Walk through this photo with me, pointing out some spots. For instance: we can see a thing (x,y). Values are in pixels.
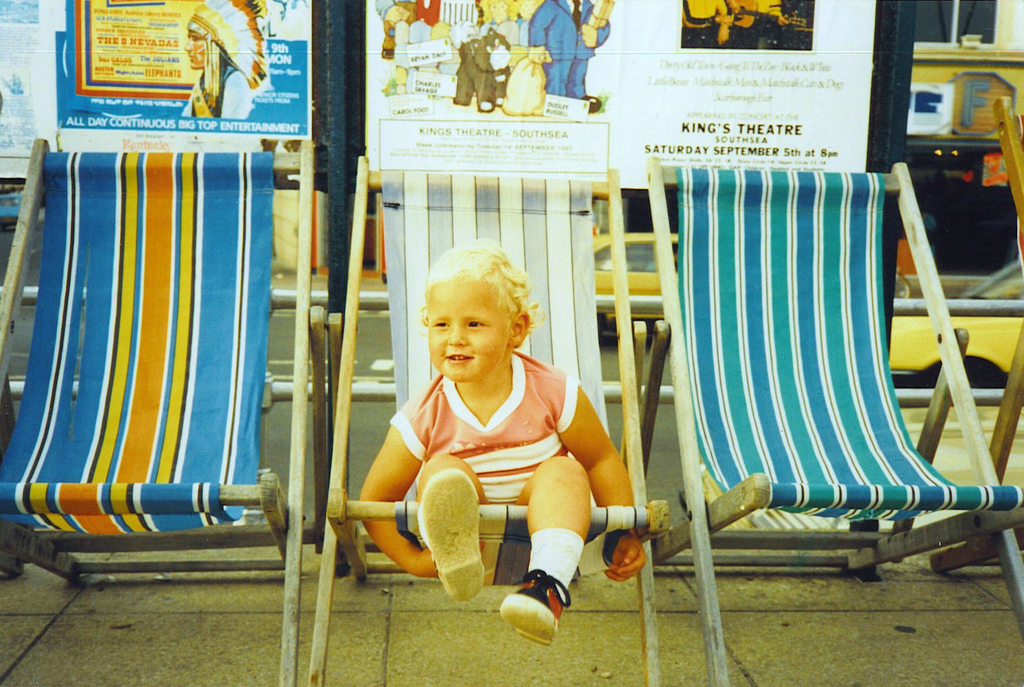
In this image there is a kid (432,418) sitting in a chair (415,349) with a smile on his face (477,365), beside the kid (460,360) there are two other empty chairs (209,357), behind the kid (462,349) there are cars (653,284) passing on the road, in front of the cars (604,277) there are billboards (472,85).
